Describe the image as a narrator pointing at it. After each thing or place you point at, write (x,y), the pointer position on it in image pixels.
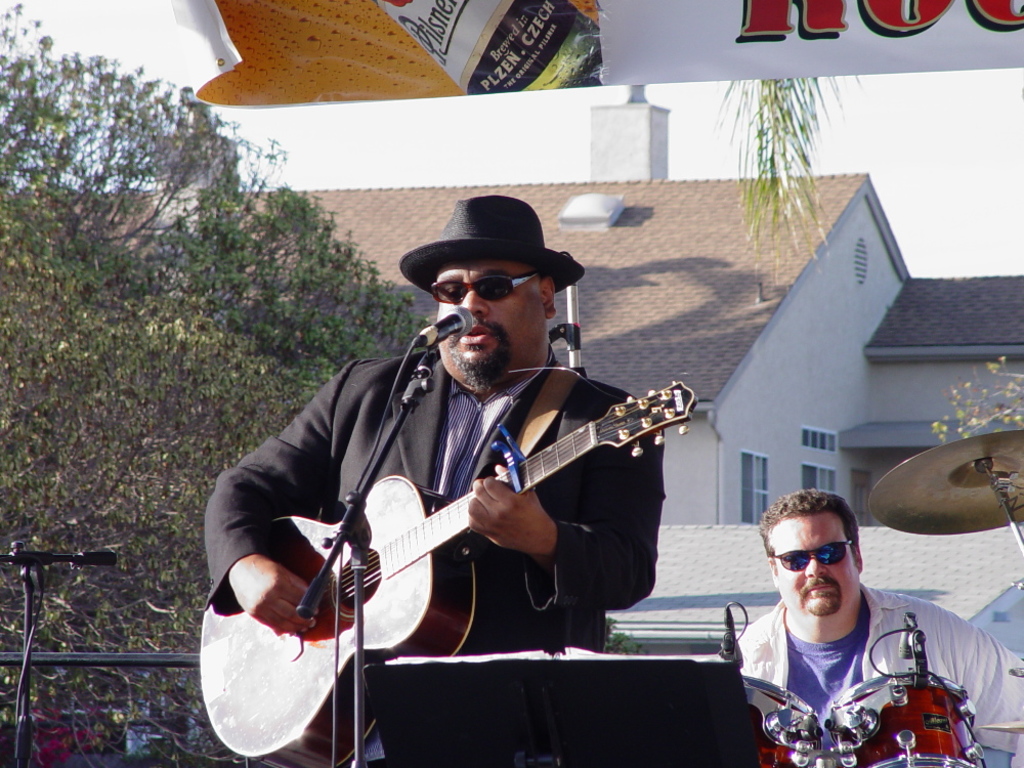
In this image we can see a man (505,419) wearing black blazer (643,467) is holding a guitar (381,583) in his hands (291,600) and playing it. There is a mic (442,332) in front of him through which he is singing. We can see a man (778,574) playing drums (897,710) while sitting. In the background of the image (865,557) we can see a house (760,259), trees (225,283) and a banner (384,61).
